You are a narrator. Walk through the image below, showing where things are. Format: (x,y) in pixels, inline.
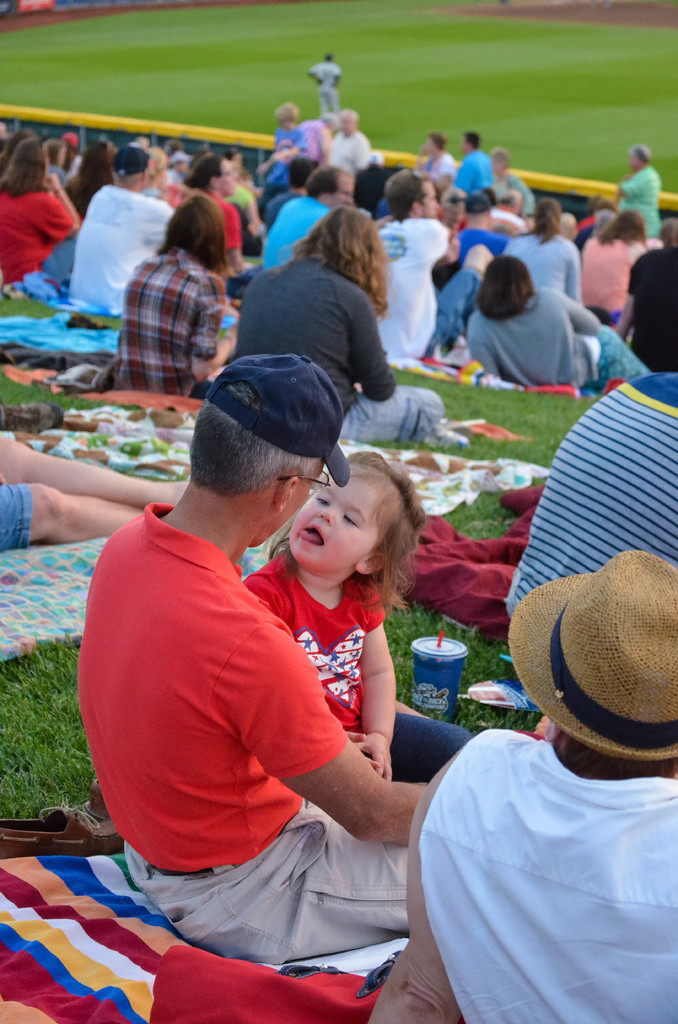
In this image, we can see a group of people (331,563) are sitting. Here there are few objects (44,999) are placed on the grass (10,716). Top of the image (503,143), we can see the ground (656,143) and people (435,209). Few people (286,169) are standing.
